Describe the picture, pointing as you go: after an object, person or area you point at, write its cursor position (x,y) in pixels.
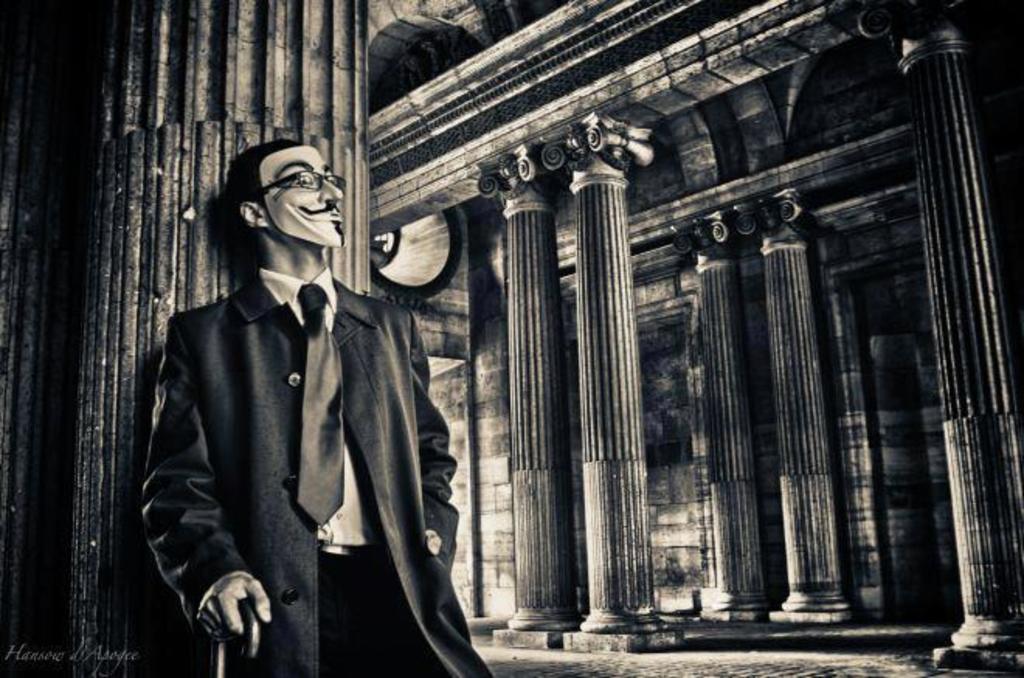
In this image we can see a man (286,374) standing near the pillar (347,213) and holding a stick (217,654) and wearing the mask (332,217), there are few pillars (630,434) and wall (684,454) in the right side of the image (696,442).
